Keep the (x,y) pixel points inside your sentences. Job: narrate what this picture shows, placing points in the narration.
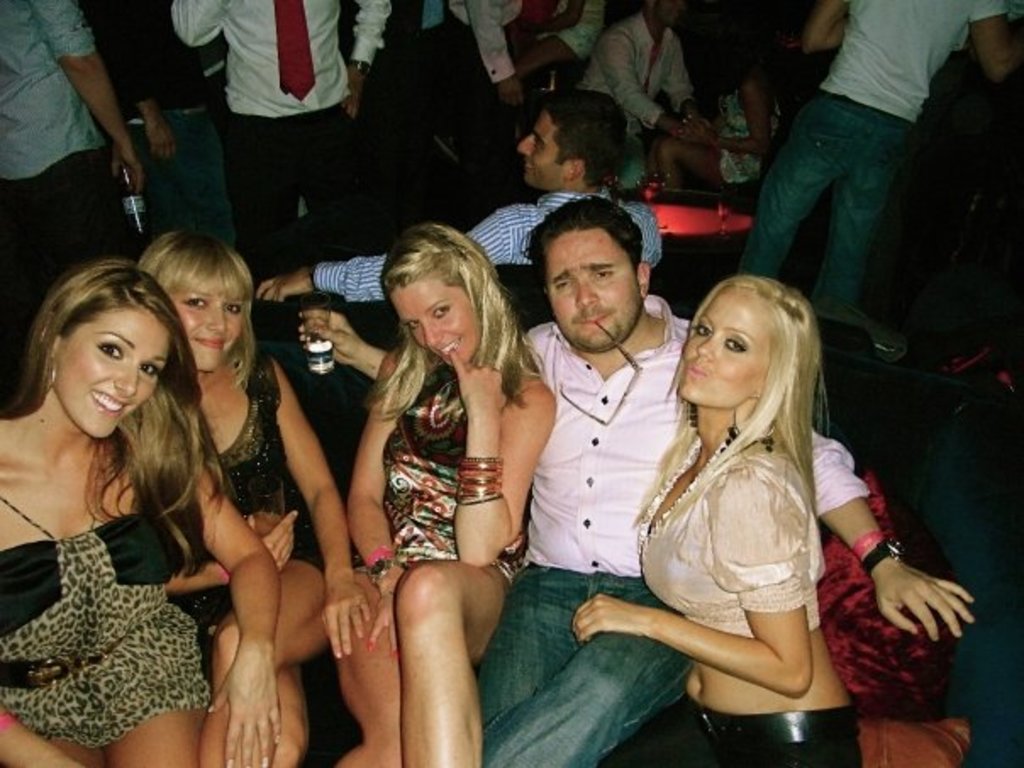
This image consists of many people (371,481). In the front (355,505), there is a man (559,566) sitting with four girls (455,630) on the couch (316,724). In the background (487,120), there are many people (669,163). Its look like a pub (280,336).
